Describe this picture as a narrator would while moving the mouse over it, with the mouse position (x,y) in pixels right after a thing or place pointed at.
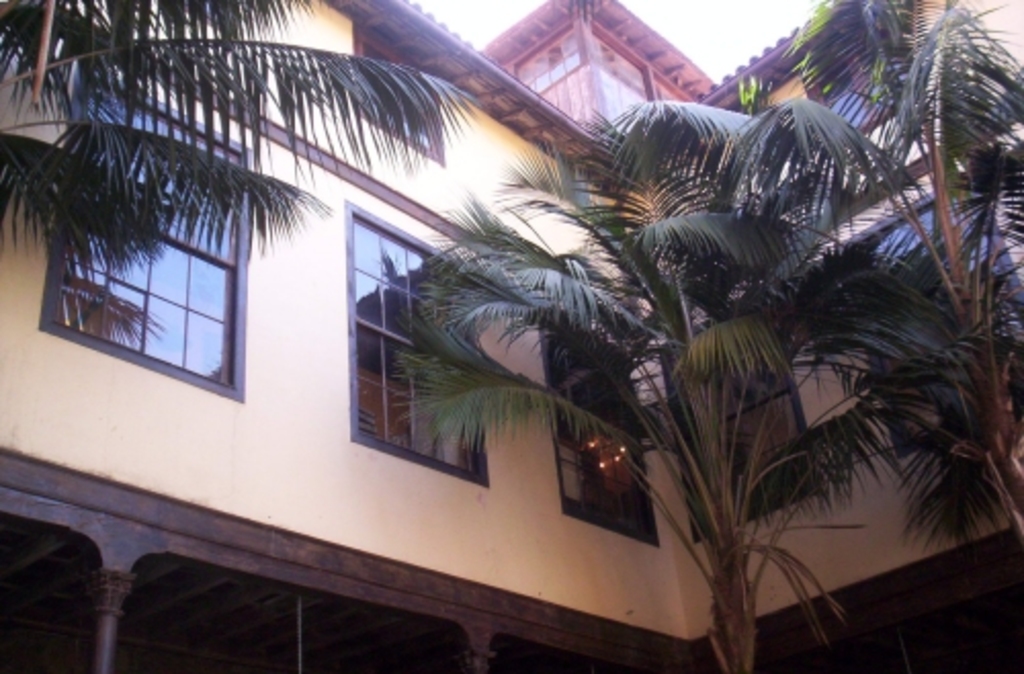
In this image, we can see a building (796,528) and some trees (874,322). We can also see the sky (515,16).
